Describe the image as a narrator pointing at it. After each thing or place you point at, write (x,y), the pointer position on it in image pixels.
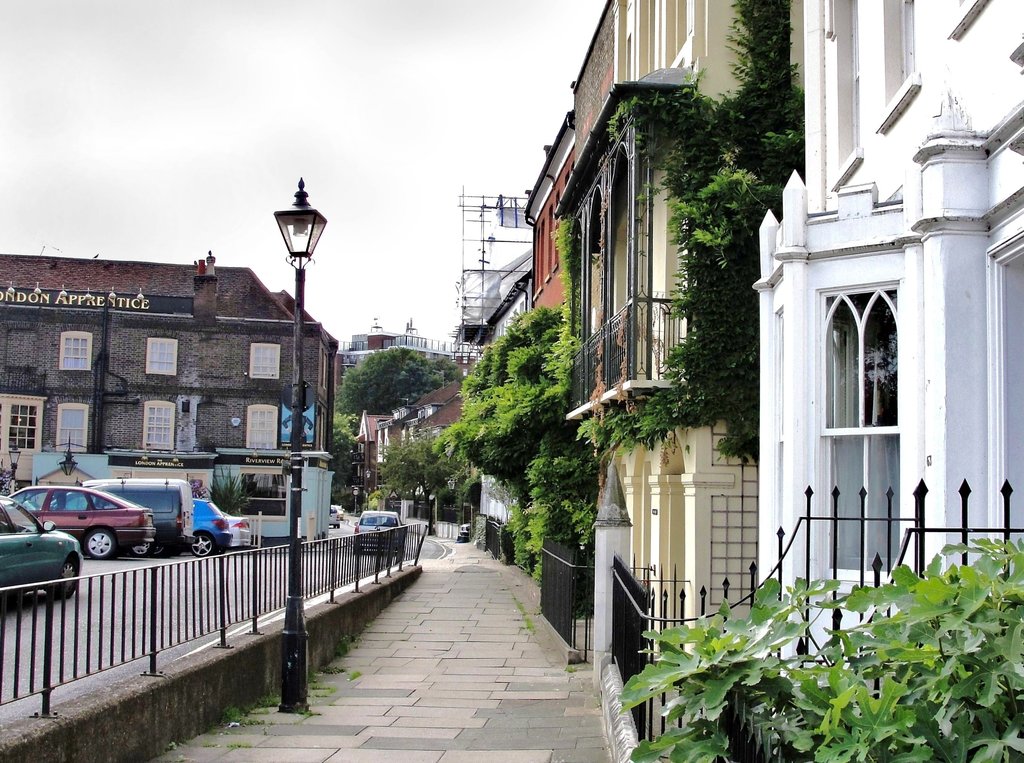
In this picture we can see buildings (270,508), there is a pole (297,551) and a light (316,217) in the front (297,538), on the left side (253,522) there are some vehicle (134,525), we can see fencing (157,616) in the middle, on the right side (722,647) there are some plants (805,684) and trees (567,383), we can see the sky (355,118) at the top of the picture (347,108), we can see windows (86,357) of this building (157,381).
